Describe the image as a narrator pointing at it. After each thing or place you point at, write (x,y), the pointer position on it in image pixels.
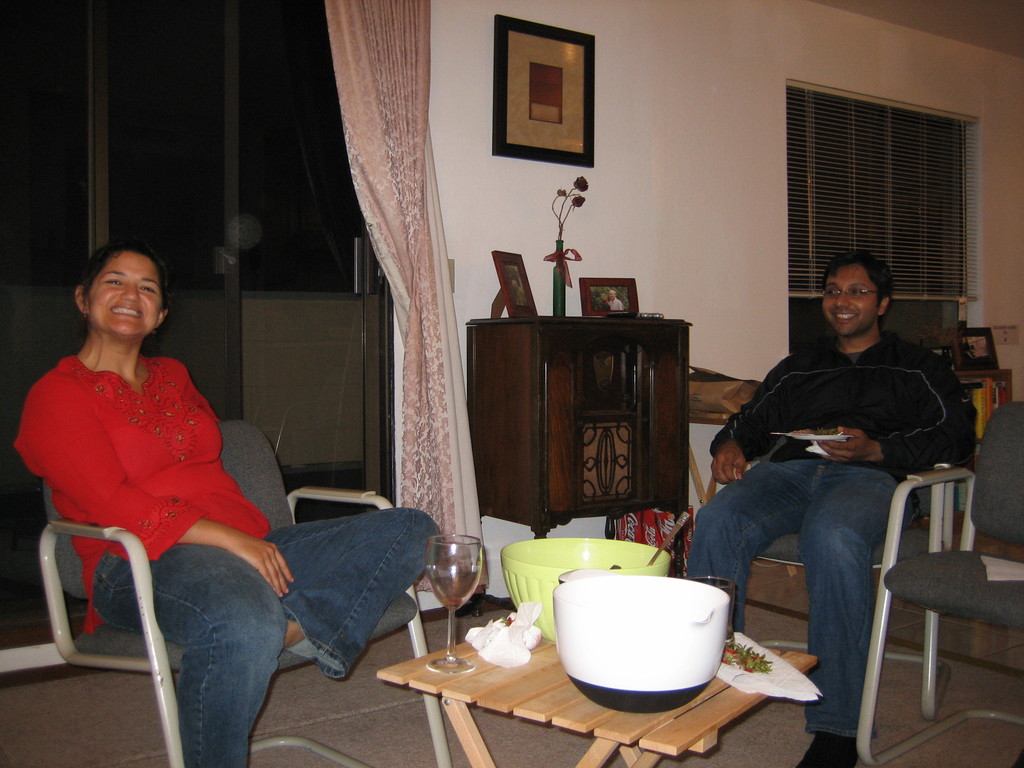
In this image I can see a woman (231,721) and a man (841,526) are sitting on chairs (63,544). Here on this table (592,767) I can see a bowl (560,553) and a glass (434,580). On this wall (634,43) I can see a frame (503,73) and also on this cupboard (680,335) i can see two frames (503,281).
